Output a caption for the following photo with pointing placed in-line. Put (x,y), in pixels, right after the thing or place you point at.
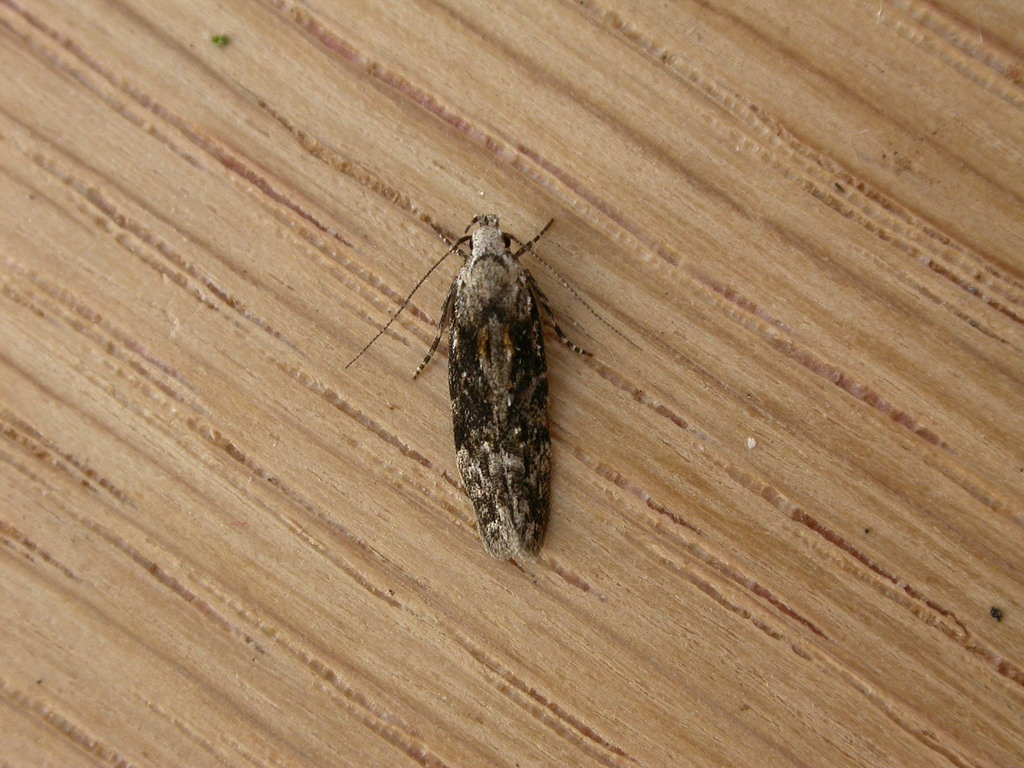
In the middle of the image (485,327) we can see an insect (518,382) on the wooden surface (549,233).
